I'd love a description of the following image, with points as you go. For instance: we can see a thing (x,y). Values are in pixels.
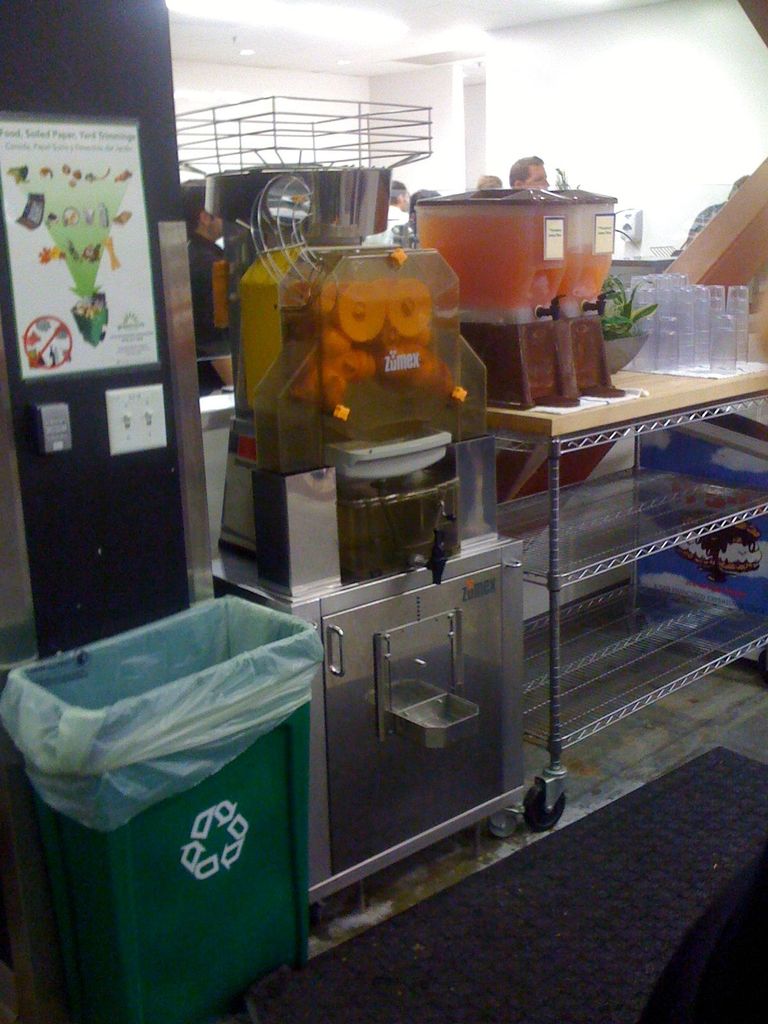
On the background (522,91) we can see wall (550,117) and few persons (526,180). Here on the table (666,376) we can see glasses (655,331), juice containers (564,304), a machine (430,316), poster (145,293) over a wall (150,147). This is a trash can (171,877), This is a floor (487,993).
